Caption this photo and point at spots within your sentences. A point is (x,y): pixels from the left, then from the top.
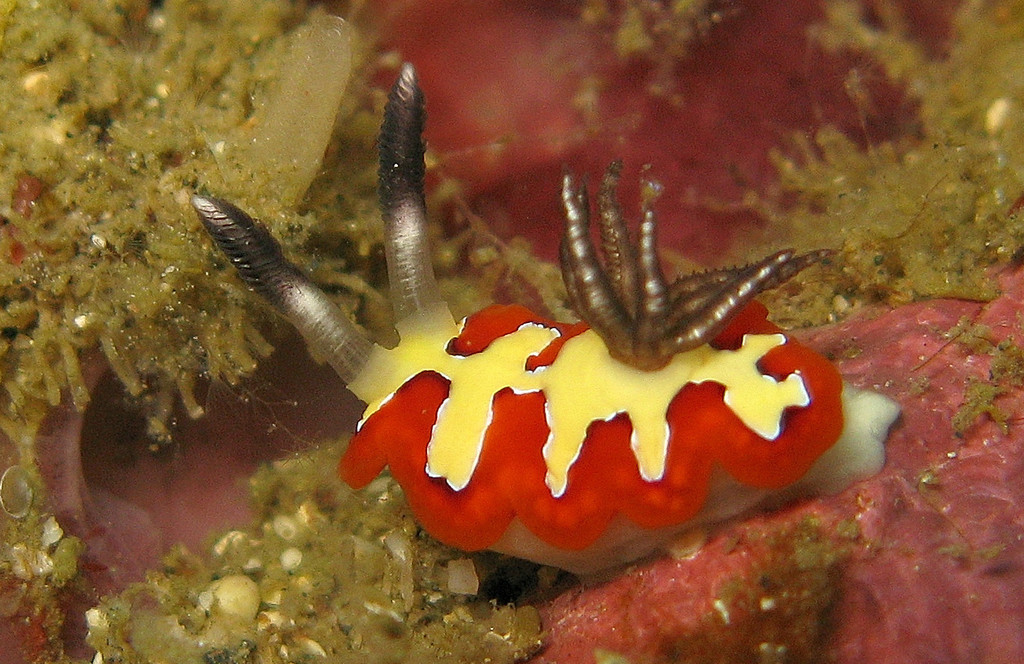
Here in this picture we can see a sea slug (409,280) present in water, as this is an under water image and we can also see some aquatic plants (173,357) present.
